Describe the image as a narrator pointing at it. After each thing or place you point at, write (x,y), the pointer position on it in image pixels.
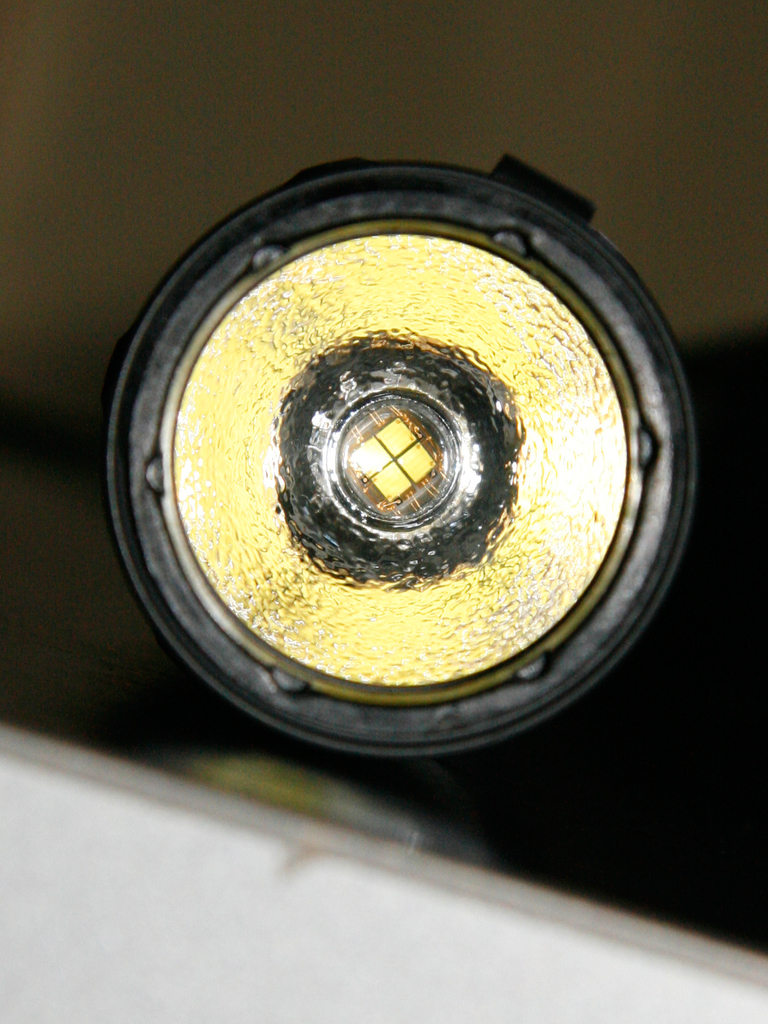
In this image, we can see a light (328,237) on the blur background.
